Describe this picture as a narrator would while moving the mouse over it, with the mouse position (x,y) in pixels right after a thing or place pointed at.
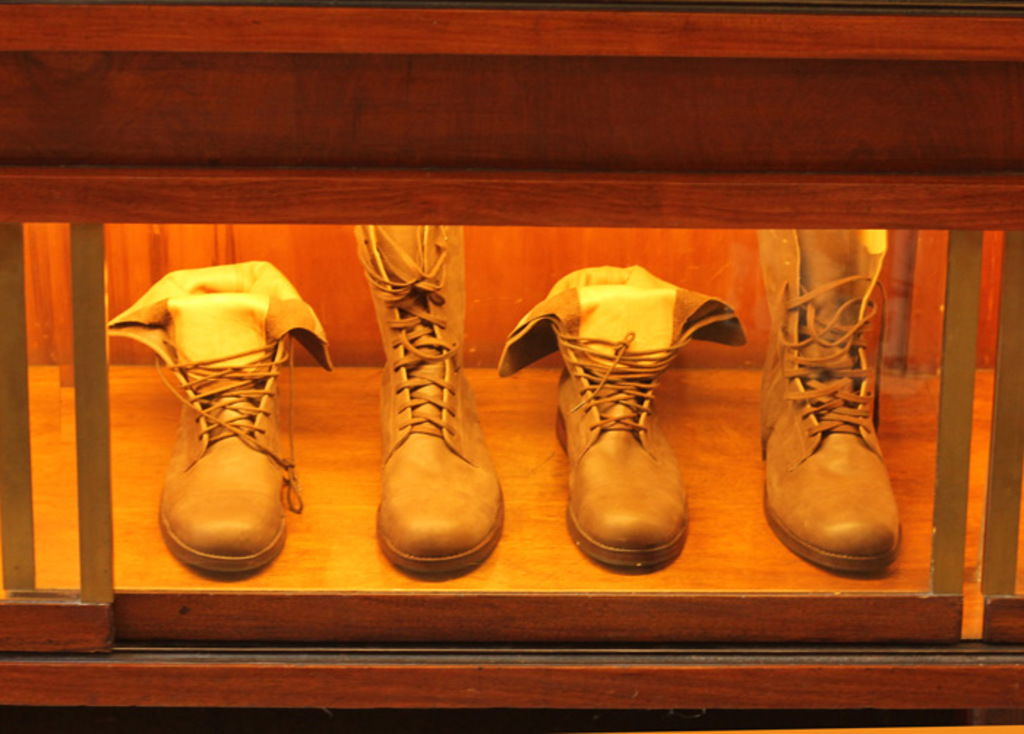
In this image I can see the few brown color shoes (569,287) inside the wooden box (765,170).
